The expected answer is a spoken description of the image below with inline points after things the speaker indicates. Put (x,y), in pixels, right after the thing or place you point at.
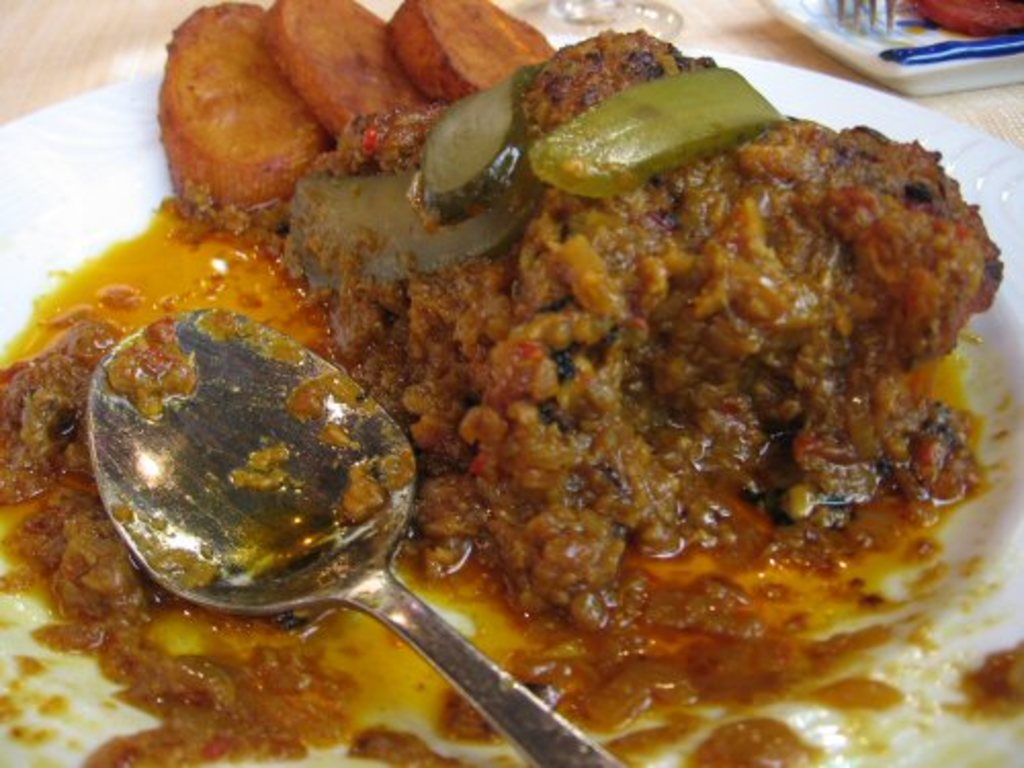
In this picture there is food (844,264) on the white plate (796,75) and there is spoon (228,503) on the plate (956,159). At the back (827,34) there is a plate (909,68) and there is a fork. At the bottom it looks like a plate (50,201).
